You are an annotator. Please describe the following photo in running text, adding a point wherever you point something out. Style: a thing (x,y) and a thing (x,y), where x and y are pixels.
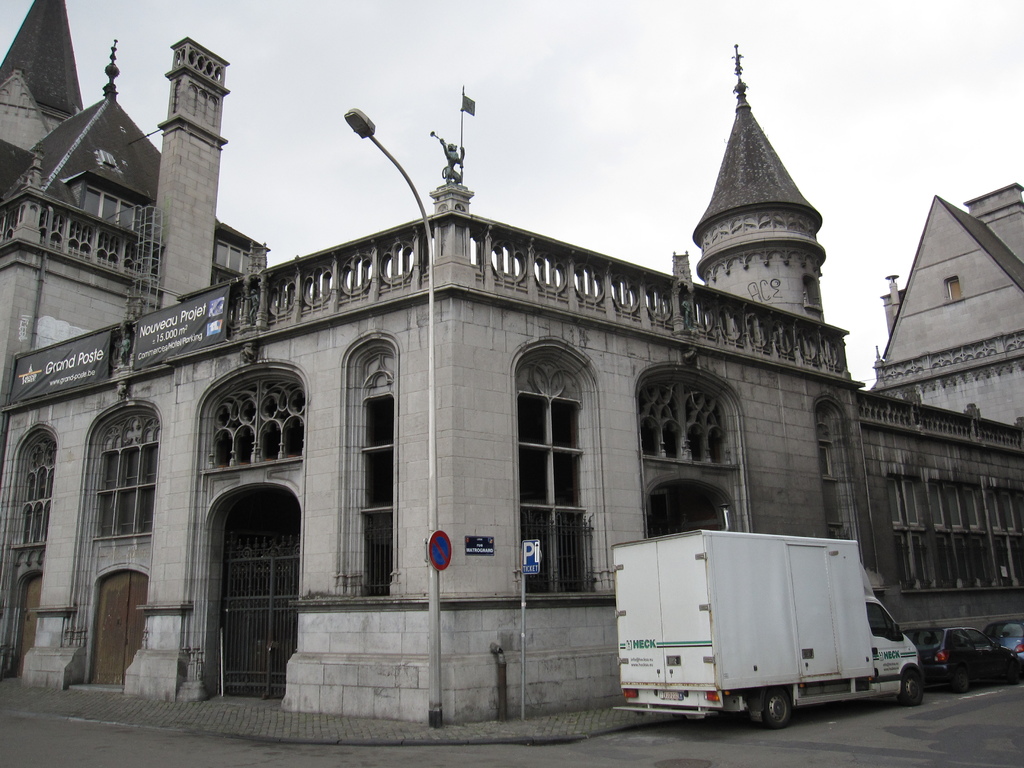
In this image in the center (416,500) there are some buildings (579,446), poles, lights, and some boards (493,552). On the left side of the building (245,319), there are some boards (151,347) on the building (248,339) and there is pole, flag (470,106) and some statue (450,175) in the center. At the bottom (994,717) there is road (982,714) and on the road (948,714) there are some vehicles (763,631), and at the top (312,89) there is sky (492,37).
